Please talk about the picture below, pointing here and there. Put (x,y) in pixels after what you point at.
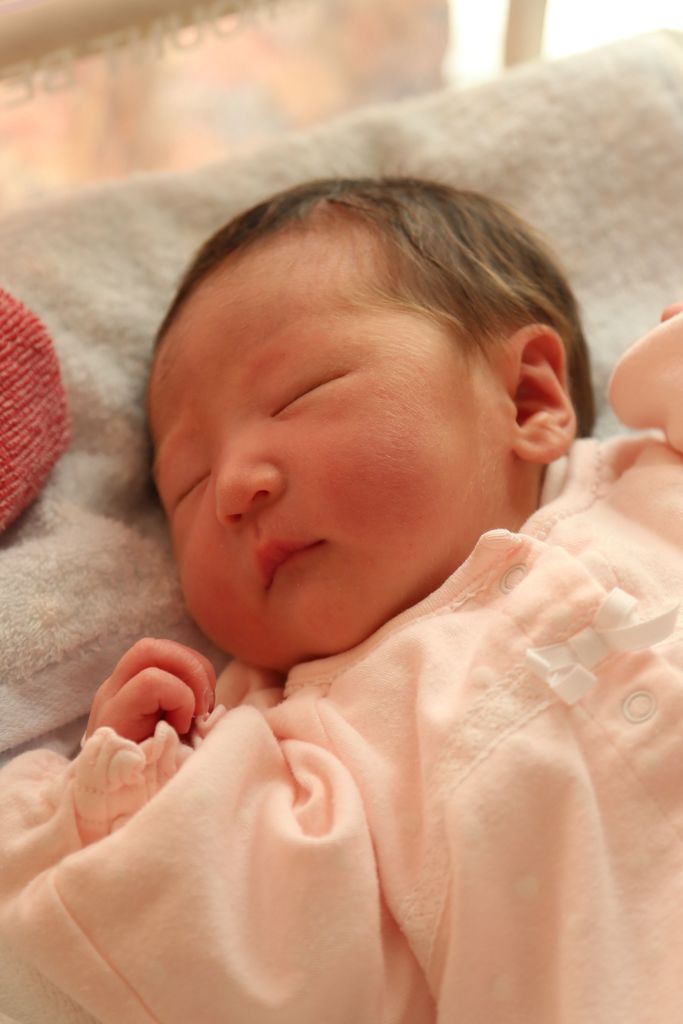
In this image, I can see a baby (418,600) is lying on a bed (607,353) and some objects (2,41). This image taken, maybe in a room (294,90).
